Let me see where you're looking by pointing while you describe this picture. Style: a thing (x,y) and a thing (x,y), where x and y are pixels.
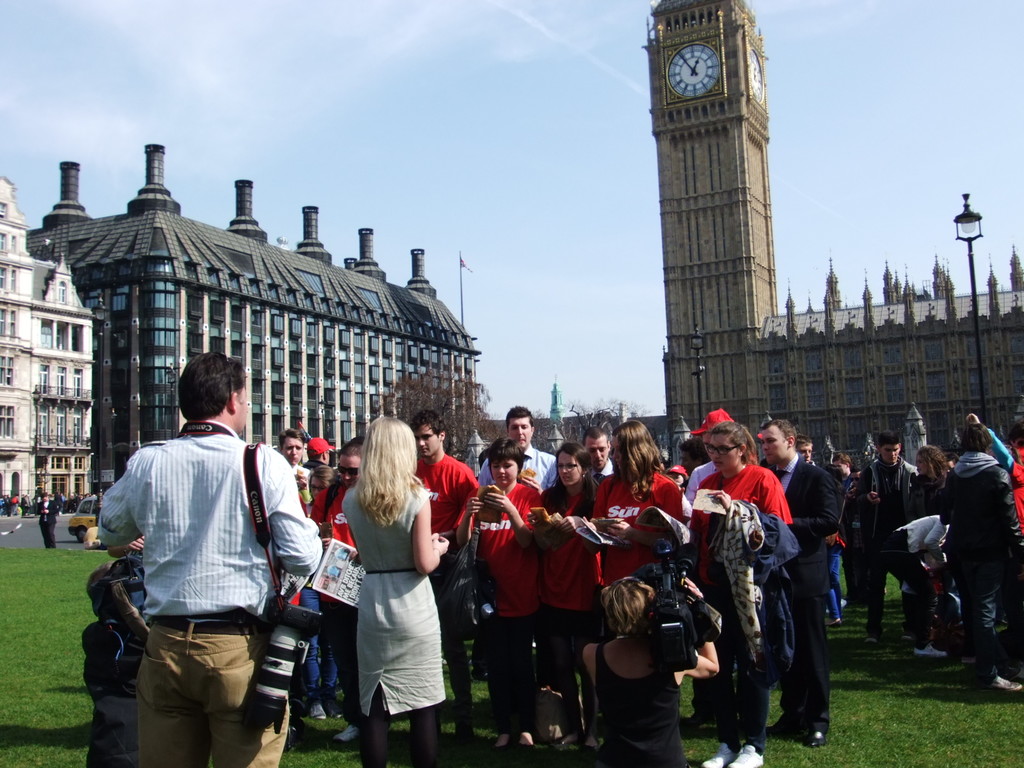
In this image I can see the group of people (393,588) with different color dresses (506,573). To the left (85,516) I can see the vehicle (78,527) and few more people (42,518) on the road (30,531). In the background (21,461) I can see the buildings (47,440), trees (451,414) and the sky (154,77). To the right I can see the pole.
